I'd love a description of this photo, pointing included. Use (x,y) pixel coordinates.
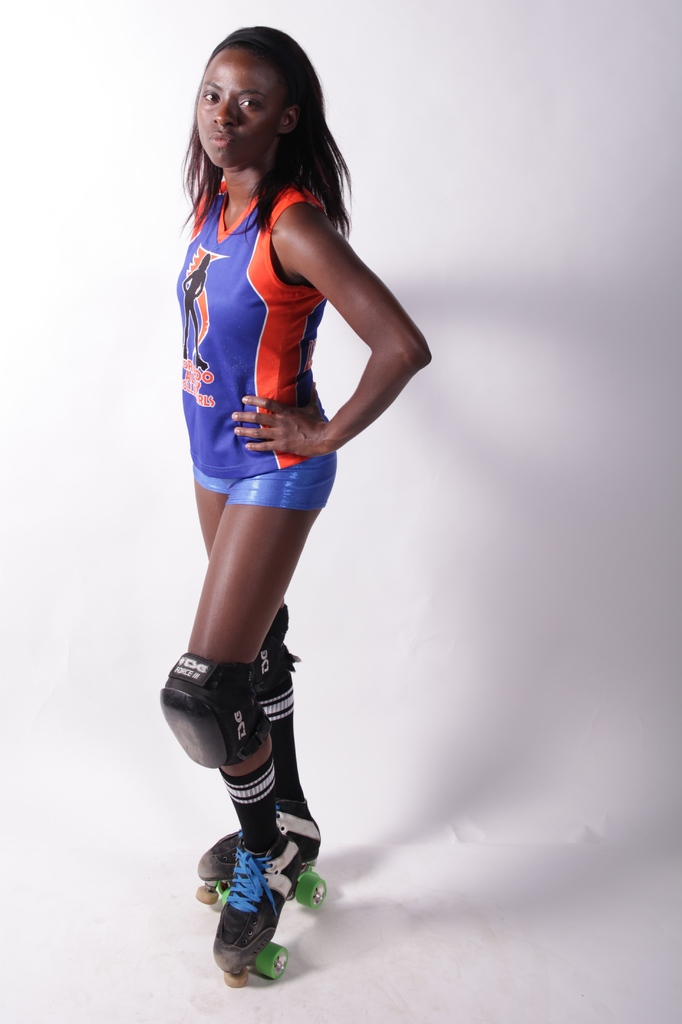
In this image I can see the person (281,795) is standing and wearing the skating shoes (278,893). Background (454,285) is in white color.
